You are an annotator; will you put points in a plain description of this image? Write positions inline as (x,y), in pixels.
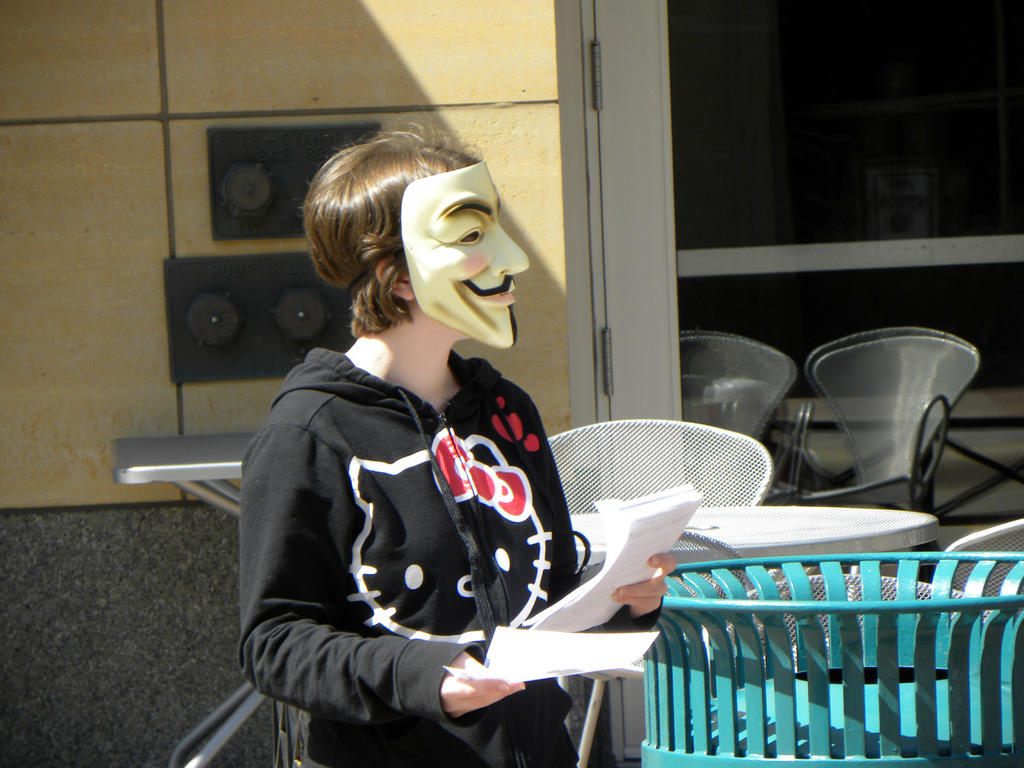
In the picture we can see a woman (408,533) standing near the table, she is wearing a black color hoodie (498,591) with some designs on it and she is also wearing a mask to the face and in front of her we can see some chairs (562,467) and tables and behind her we can see a wall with some fire connections (286,207) in it.
